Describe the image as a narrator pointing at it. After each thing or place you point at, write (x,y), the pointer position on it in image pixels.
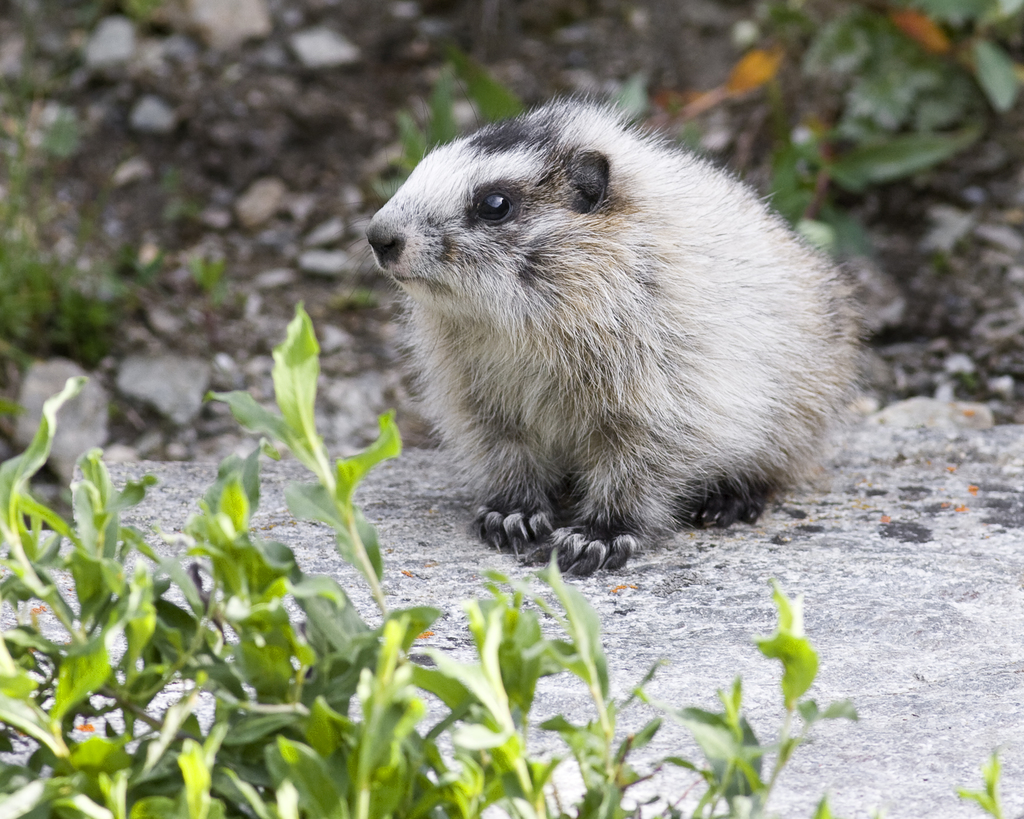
In this picture we can see an animal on the ground (668,556) and leaves (318,690). In the background of the image (673,25) it is blurry.
